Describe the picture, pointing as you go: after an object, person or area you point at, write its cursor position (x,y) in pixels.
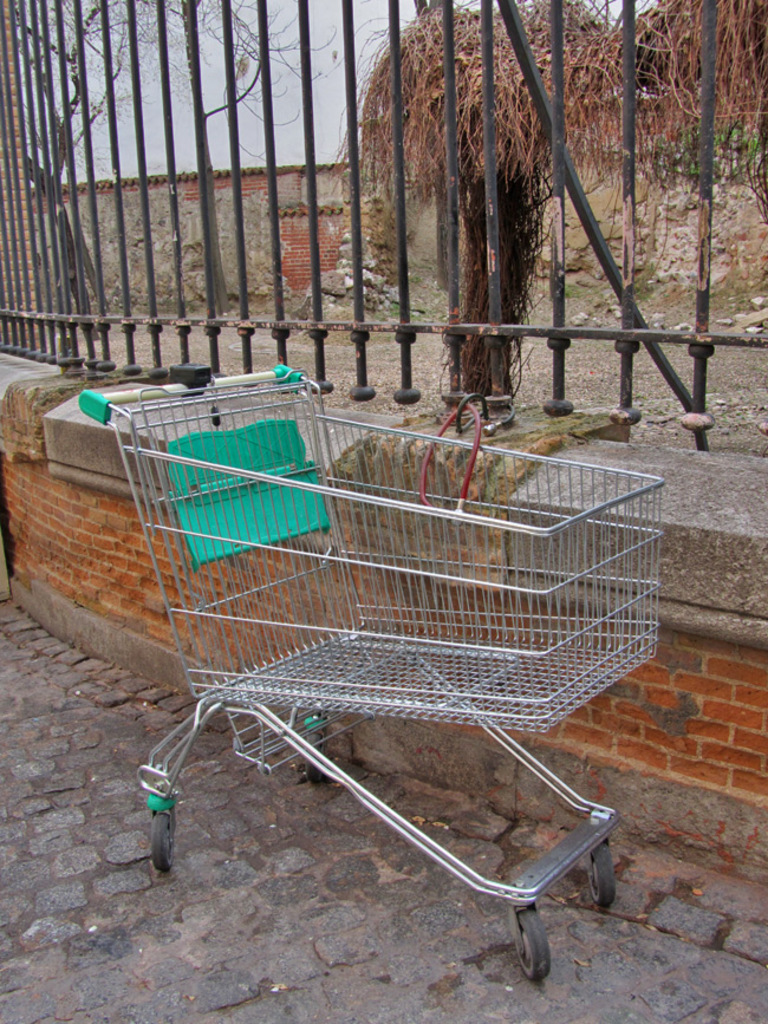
In the center of the image (444,488) there is a wall (147,568), fence (99,262) and shopping cart (380,642). Through the fence (269,166), we can see the sky (311,35), one house (253,179), stones (656,244) and two trees (473,92).
